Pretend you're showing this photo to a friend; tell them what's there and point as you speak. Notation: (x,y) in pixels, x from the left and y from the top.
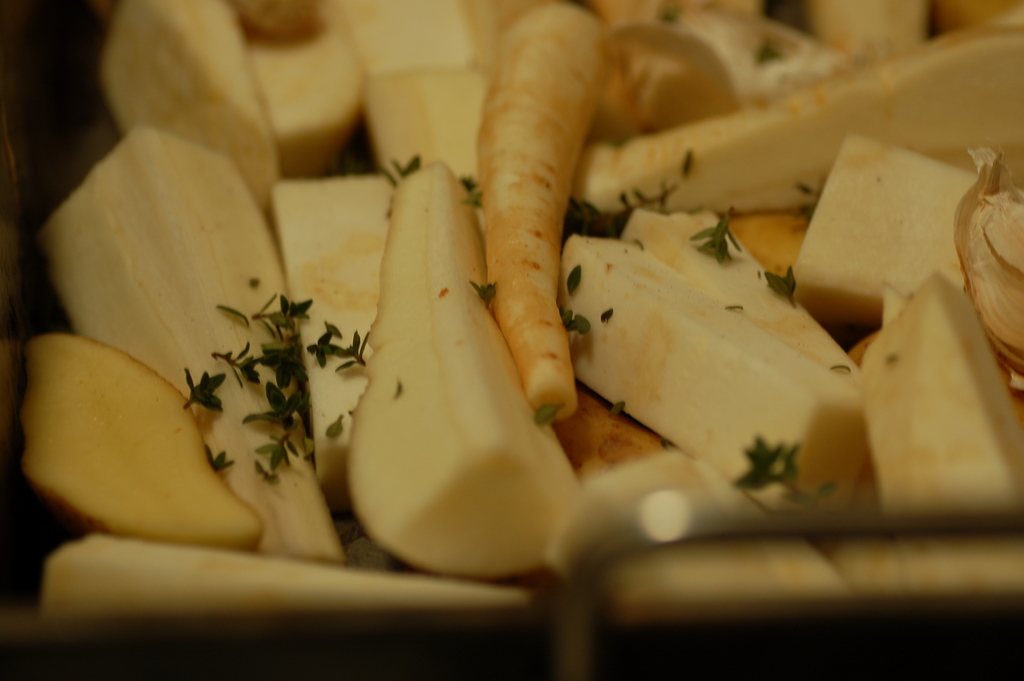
In the center of the image (628,291) we can see food items (748,335).
